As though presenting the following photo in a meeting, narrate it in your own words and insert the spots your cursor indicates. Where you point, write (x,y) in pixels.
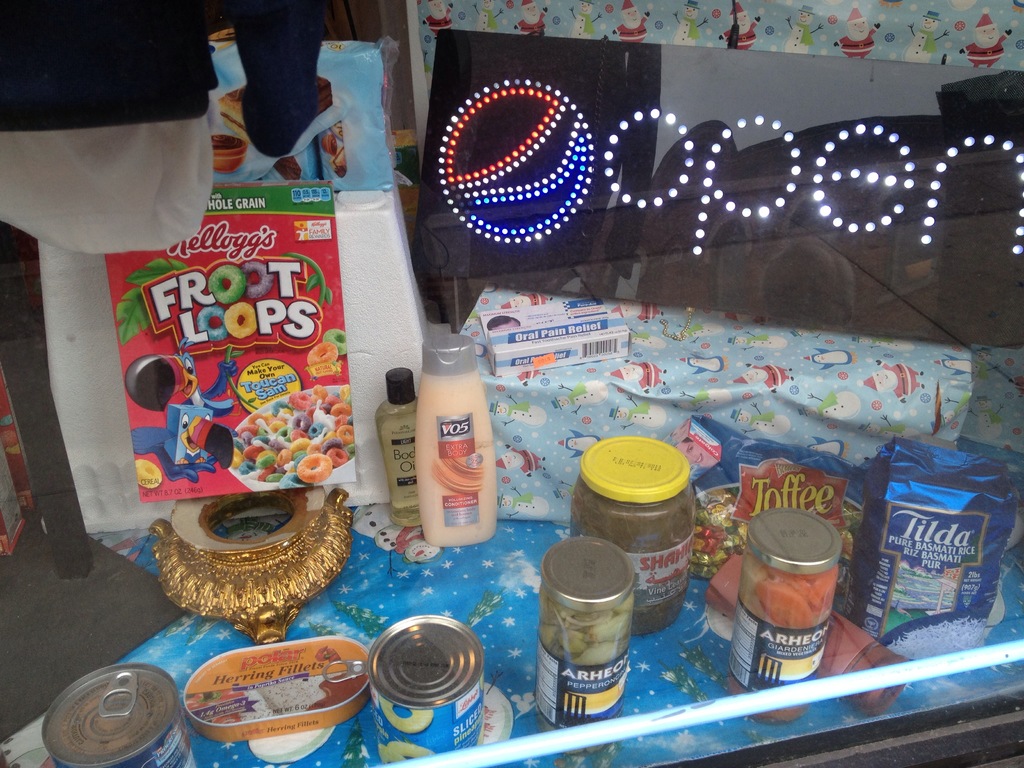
In this picture we can see there are boxes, bottles (609,527), a gift wrapper (534,422), name board (540,209), and some objects (306,158). Behind the objects (157,410), it looks like the wall (388,11).
